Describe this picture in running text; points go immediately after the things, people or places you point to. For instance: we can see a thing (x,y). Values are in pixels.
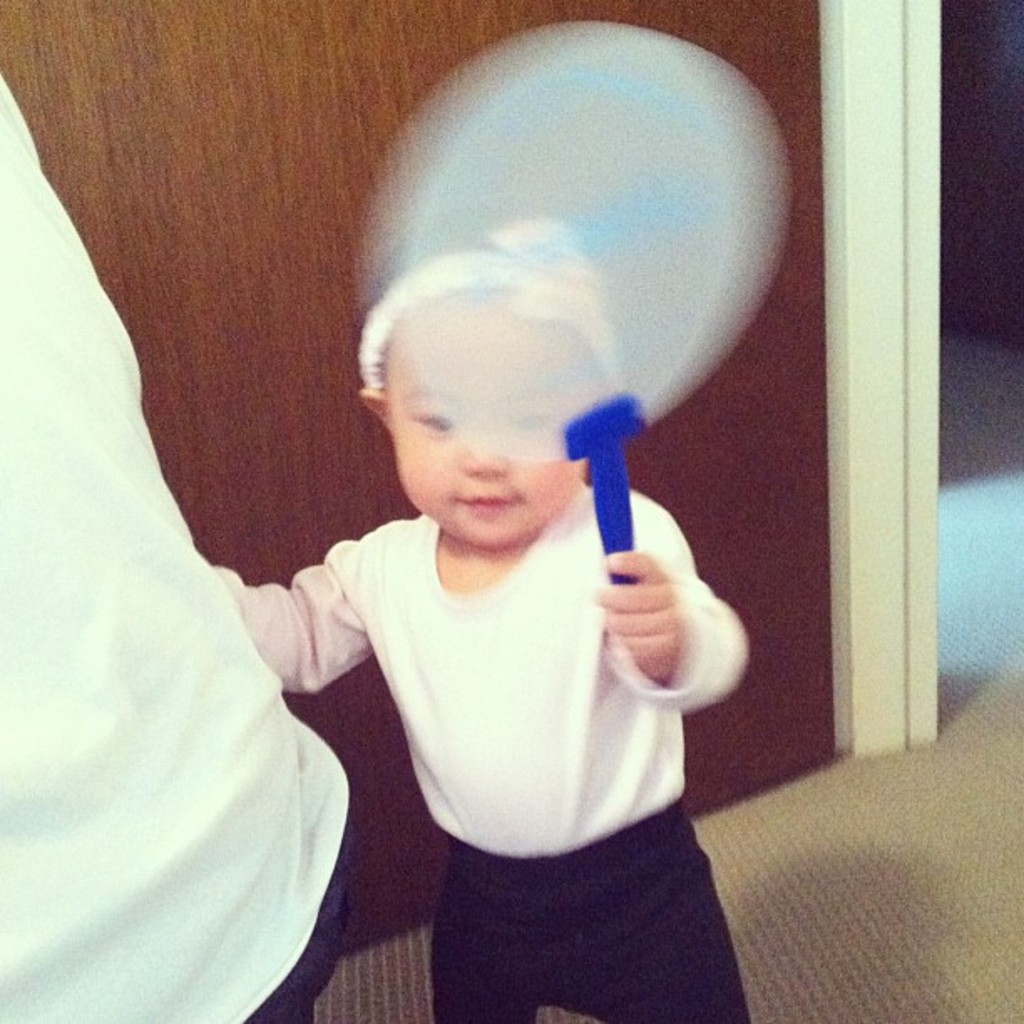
Here I can see a baby (599,615) is holding an object (607,411) in the hand (645,604) and standing. On the left side (99,498) there is a person (159,644) wearing white color dress (125,720). In the background (261,191) there is a wooden board (274,377). At the bottom (875,881), I can see the floor (862,799).
